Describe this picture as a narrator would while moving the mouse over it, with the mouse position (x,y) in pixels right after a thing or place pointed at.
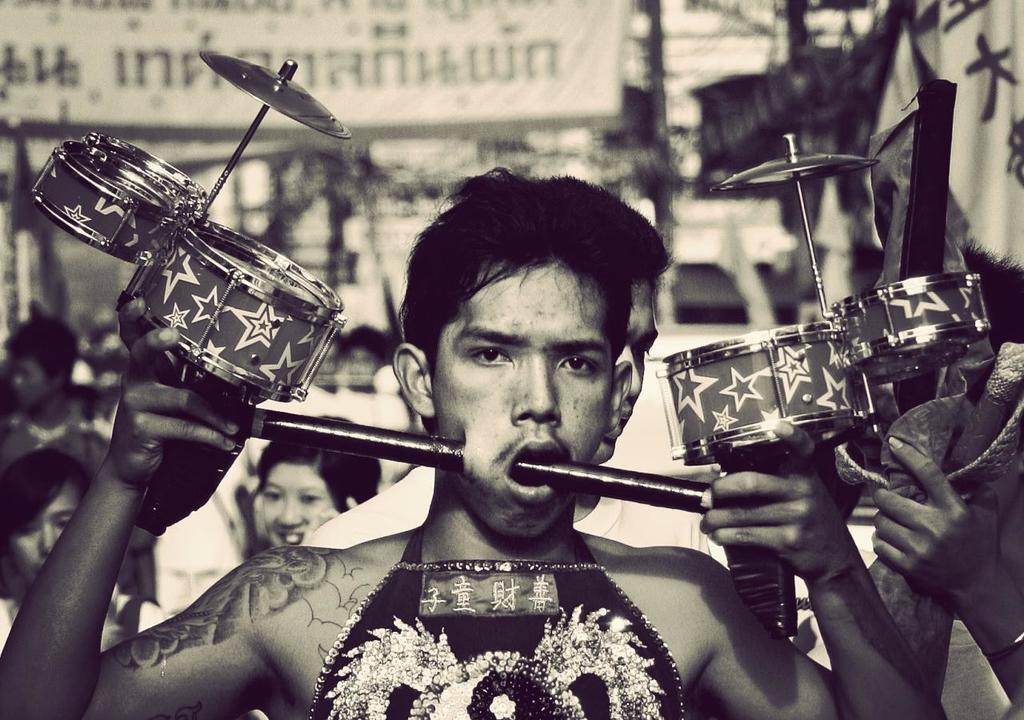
This is a black and white image. In this image there is a person (411,557) holding a musical instrument (755,549) in his hand (829,553), behind this person (595,601) there are few people (926,467).
